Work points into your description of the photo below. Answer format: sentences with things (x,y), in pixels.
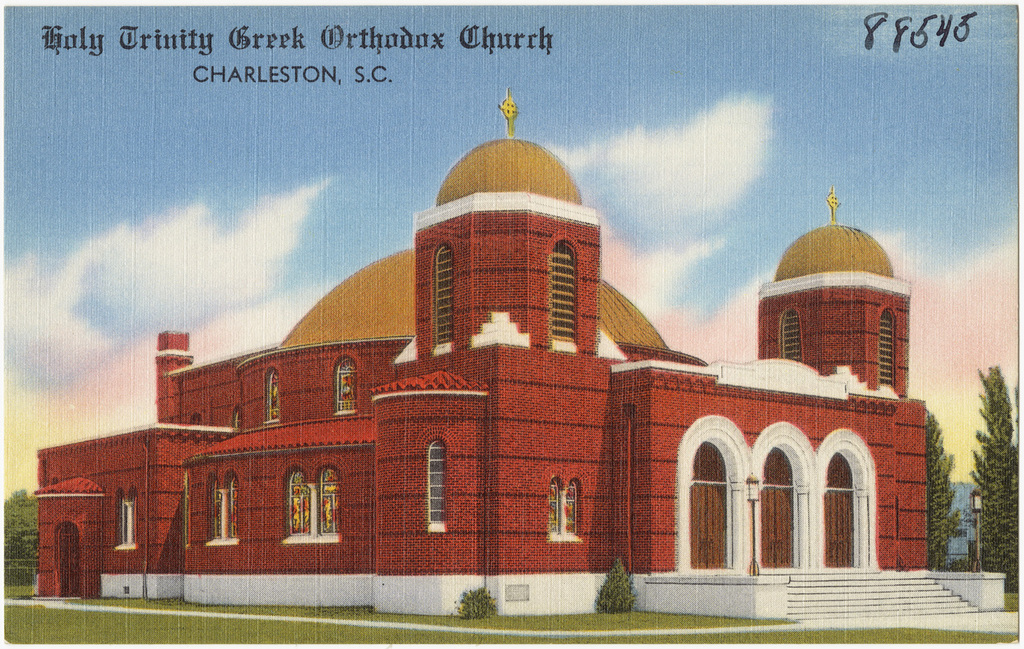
In this image I can see a painting (327,357) of a building (425,530) and trees (994,508). At the bottom (211,633), I can see the grass (223,625) and there are two plants (623,585). At the top of the image (618,124) I can see the sky (689,116) and clouds (727,174) and also there is some text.
